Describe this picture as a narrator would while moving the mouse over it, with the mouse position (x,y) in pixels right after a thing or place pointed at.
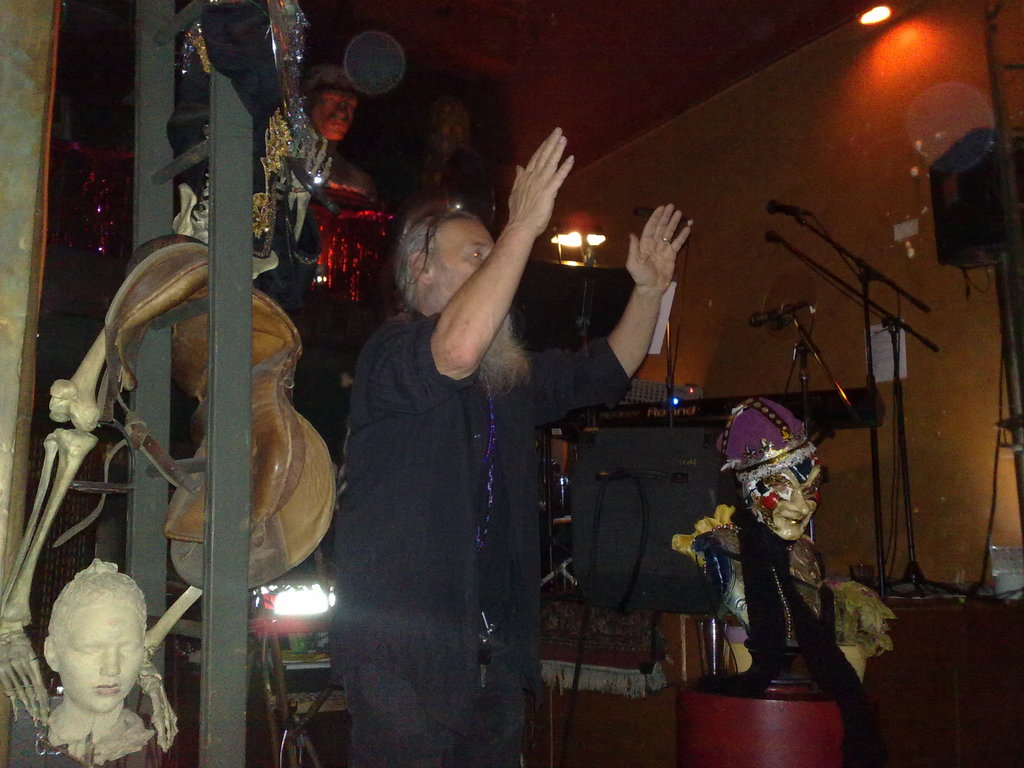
In this image, I can see a person (487,611) standing. On the right side of the image (840,408), I can see the mics (768,322) with the mike stands (858,272), speaker (956,260) and few other objects (701,415). I think these are the sculptures (108,620), skeleton (77,400) and few other things (299,456), which are hanging. On the left side of the image (225,156), It looks like a ladder (228,304) with few things (199,280) hanging on it. At the top right side of the image (863,14), that looks like a ceiling light (874,24).
